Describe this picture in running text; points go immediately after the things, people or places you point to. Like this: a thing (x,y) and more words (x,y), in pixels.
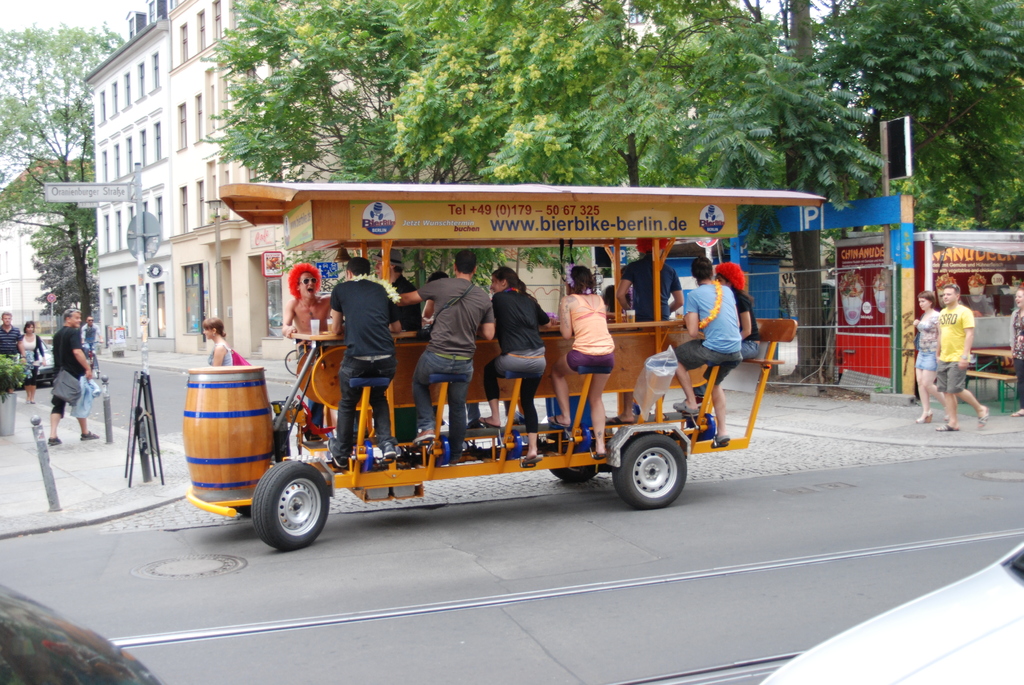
It is a party bike (667,217), a group of people (406,276) were sitting around that bike (536,223) and on the right side (959,266) there is a store (965,283) and behind the store (963,300) there are a lot of trees (621,112) and behind the trees (227,53) there is a building (160,283) and some people (92,347) were walking on the road (142,371) in front of the building (108,112) and there is a tall tree (66,135) behind the building (19,276).
